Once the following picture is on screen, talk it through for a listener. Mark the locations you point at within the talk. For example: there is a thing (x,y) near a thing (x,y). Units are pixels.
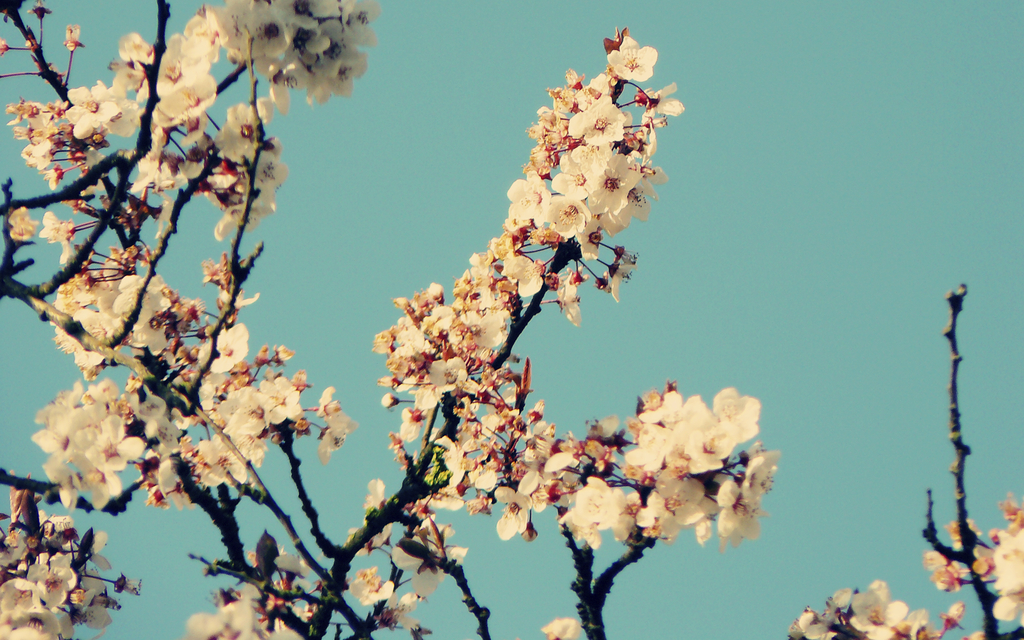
We can see flowers (422,417) with stem (184,201) in the middle of this image (537,297) and the sky (490,202) is in the background (739,320).
